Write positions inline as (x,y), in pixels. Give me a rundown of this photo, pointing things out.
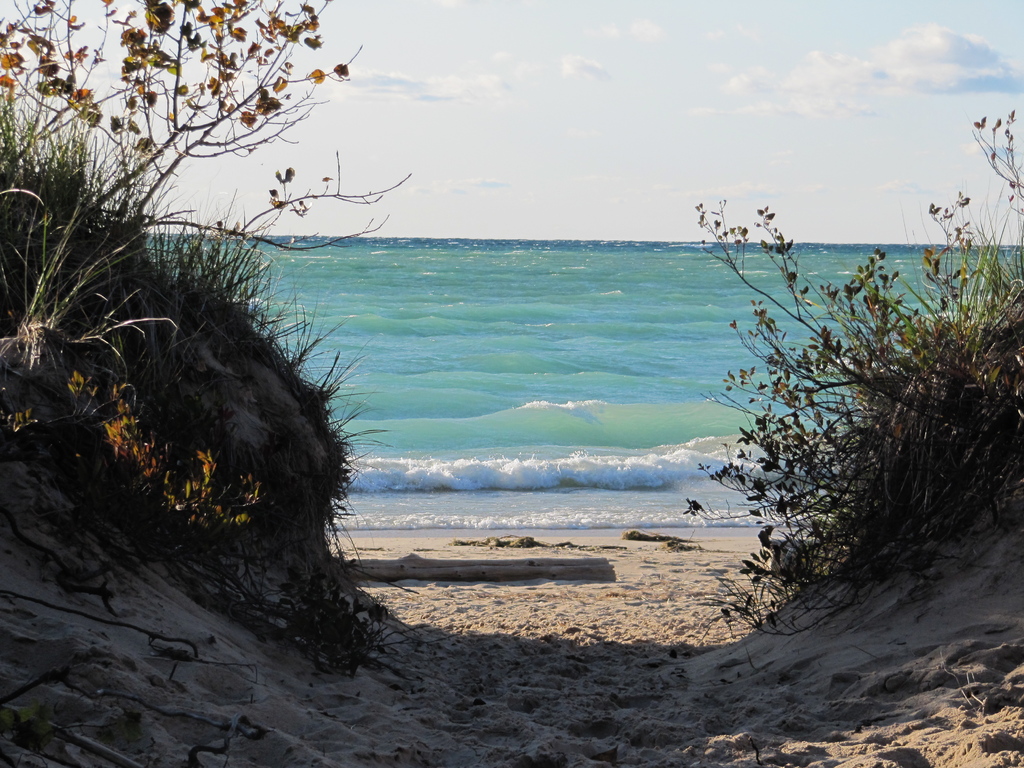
In this image I can see plants (828,442) and the water (541,442). In the background (537,136) I can see the sky (518,100).
